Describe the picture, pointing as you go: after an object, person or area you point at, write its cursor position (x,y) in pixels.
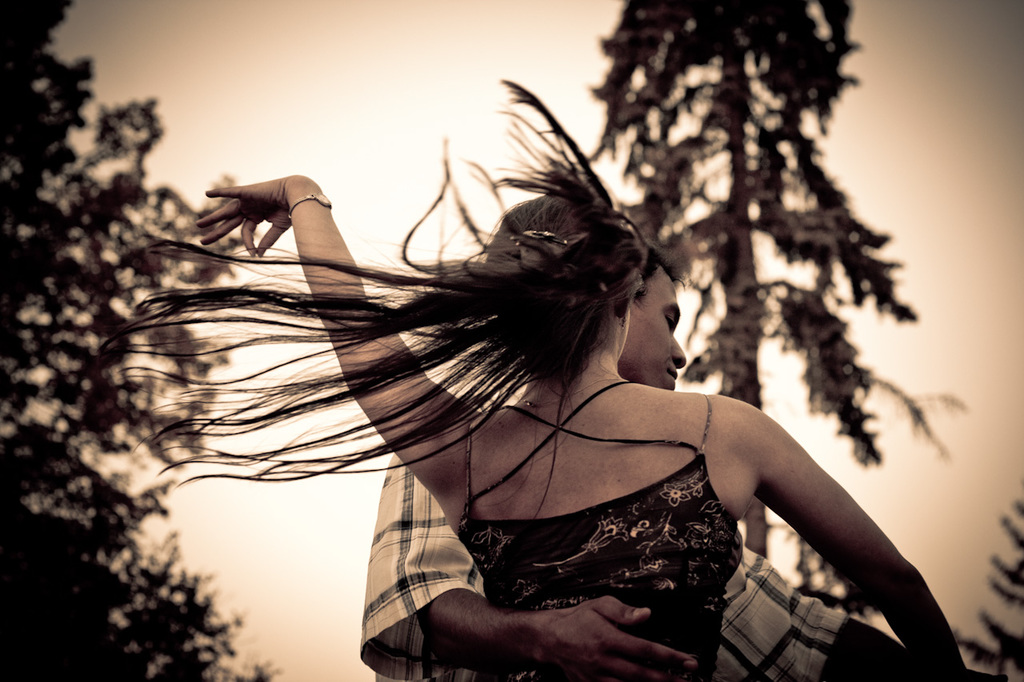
In this image we can see two persons (586,421) and behind them, we can see trees (719,47) and sky (901,443).
